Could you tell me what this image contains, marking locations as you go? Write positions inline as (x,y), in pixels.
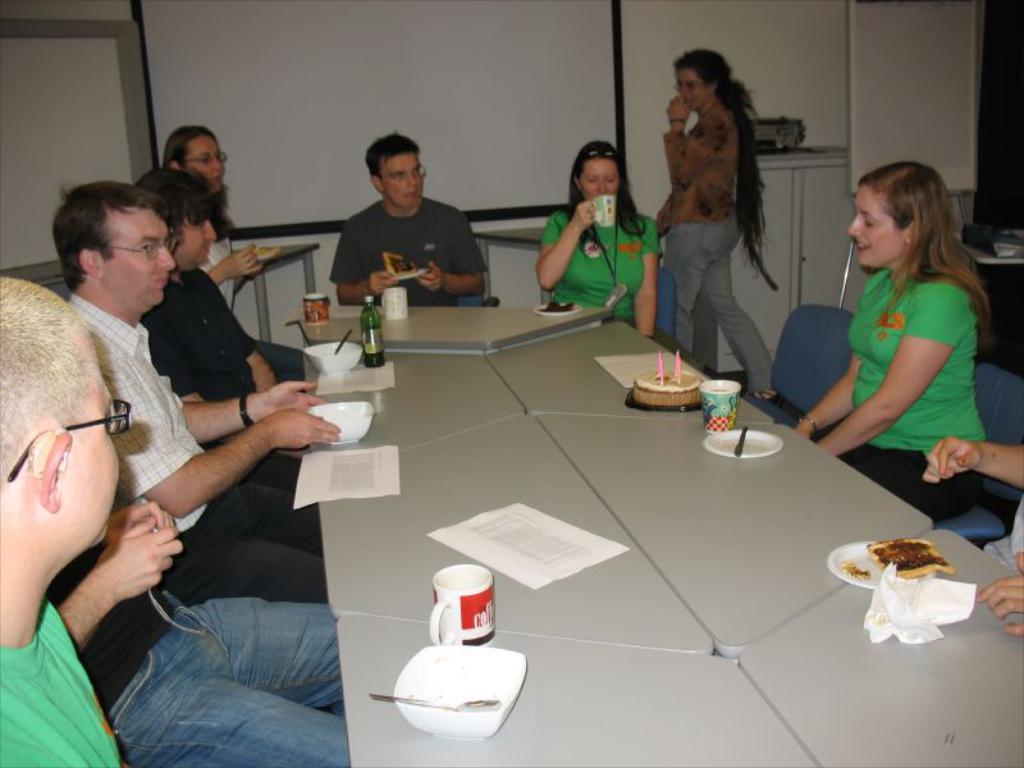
In this image we can see men (987,471) and women (625,254) are sitting on the chairs (799,334). In front of them, we can see a table (756,627). On the table (756,627), we can see cups (459,618), bowls (501,687), plates (741,430), cake (643,382), knife (740,450), papers (513,517), bottle (372,356) and tissue papers (888,601). In the background (795,216), we can see boards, tables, cupboard (779,165) and a woman (723,307). We can see an object (791,134) on the cupboard (806,216). We can see a woman (607,240) is holding a cup (604,207) in her hand (585,205) in the middle of the image (604,260).
